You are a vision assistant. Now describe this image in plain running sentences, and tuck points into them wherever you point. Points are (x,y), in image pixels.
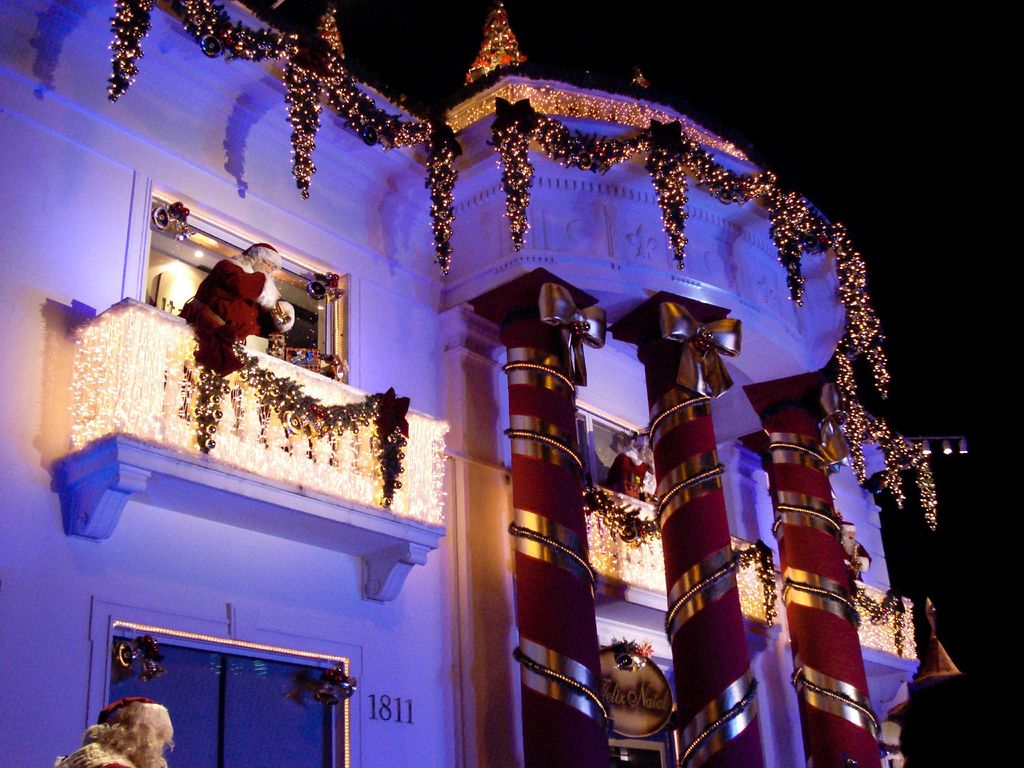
This picture is taken in the dark where we can see the pillars (743,651), decorative items (704,454), Xmas tree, LED lights (321,450), Santa Claus (93,724), board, building (474,188) and the dark sky (938,158) in the background (923,125).
